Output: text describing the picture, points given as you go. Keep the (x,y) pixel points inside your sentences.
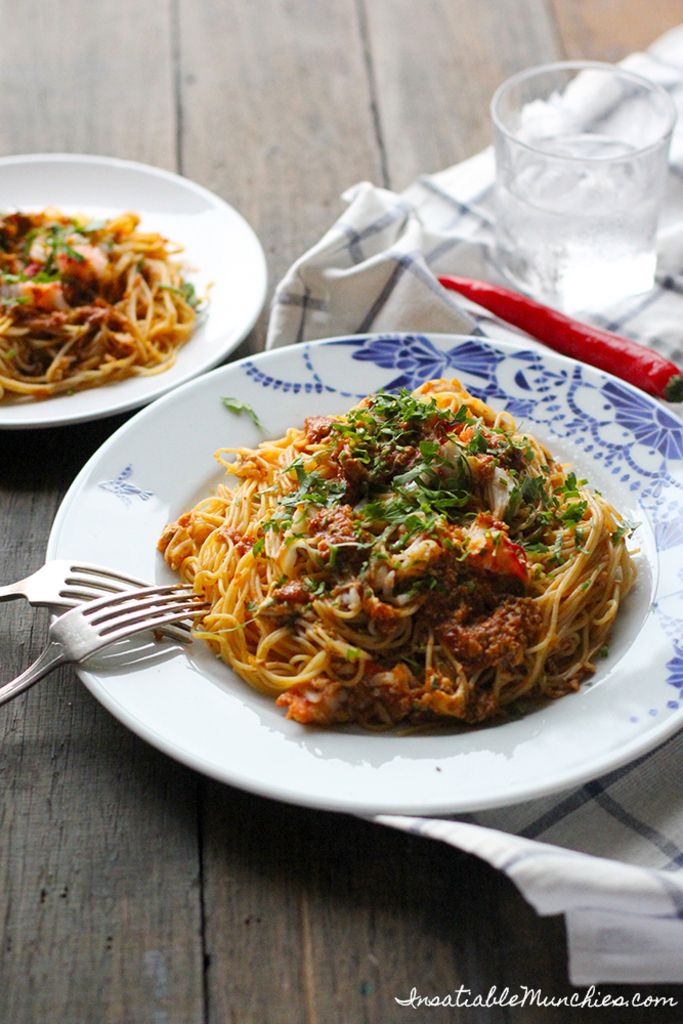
Here in this picture we can see noodles (388,641) present in plates (171,420), which is present on the table (492,74) over there and we can also see forks (122,584) and glass (544,254) of water (576,243) and a cloth (558,818) present on the table (481,936) over there.
